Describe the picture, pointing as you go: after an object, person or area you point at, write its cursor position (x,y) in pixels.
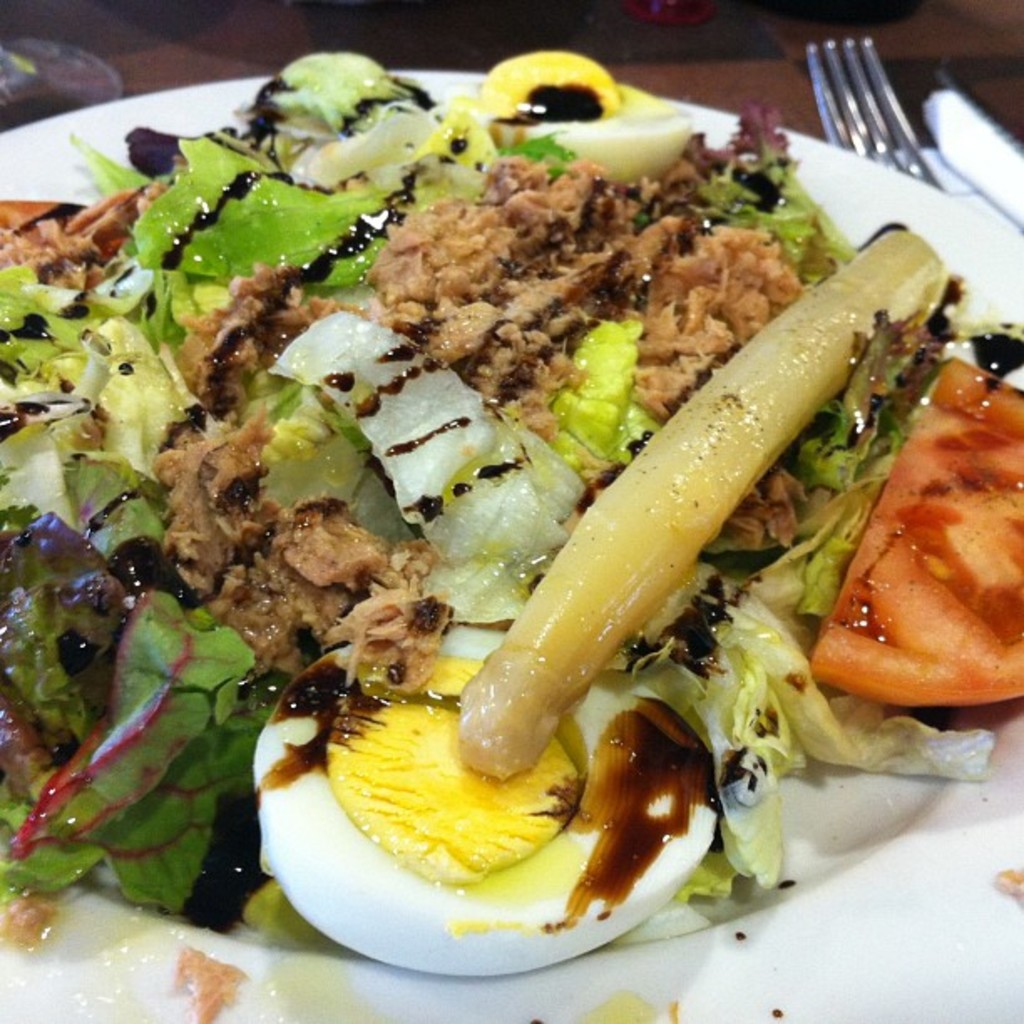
In this image we can see some food (342,648) on the white plate (102,114), one fork (895,145), one knife (970,153) and some objects (51,62) on the table (387,13).
